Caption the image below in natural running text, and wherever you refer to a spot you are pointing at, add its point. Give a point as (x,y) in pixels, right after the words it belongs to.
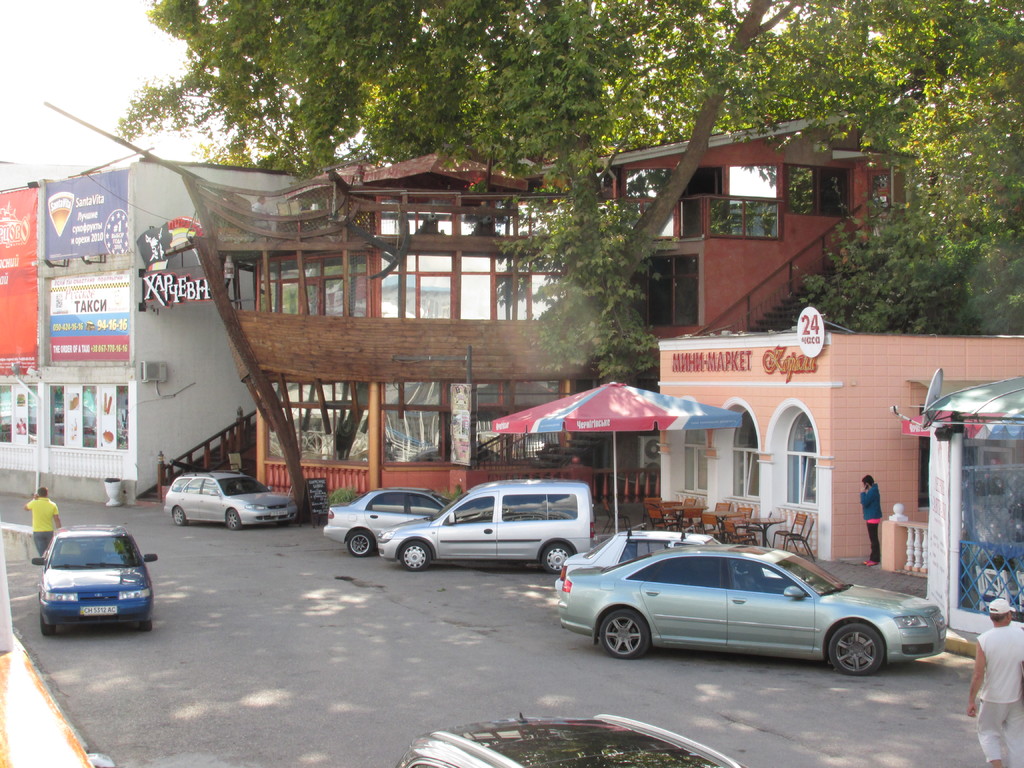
In this picture there are buildings (482,233) in the center of the image (534,339) and there are cars (831,619) at the bottom side of the image (692,577), there are trees (615,97) at the top side of the image (546,118).
